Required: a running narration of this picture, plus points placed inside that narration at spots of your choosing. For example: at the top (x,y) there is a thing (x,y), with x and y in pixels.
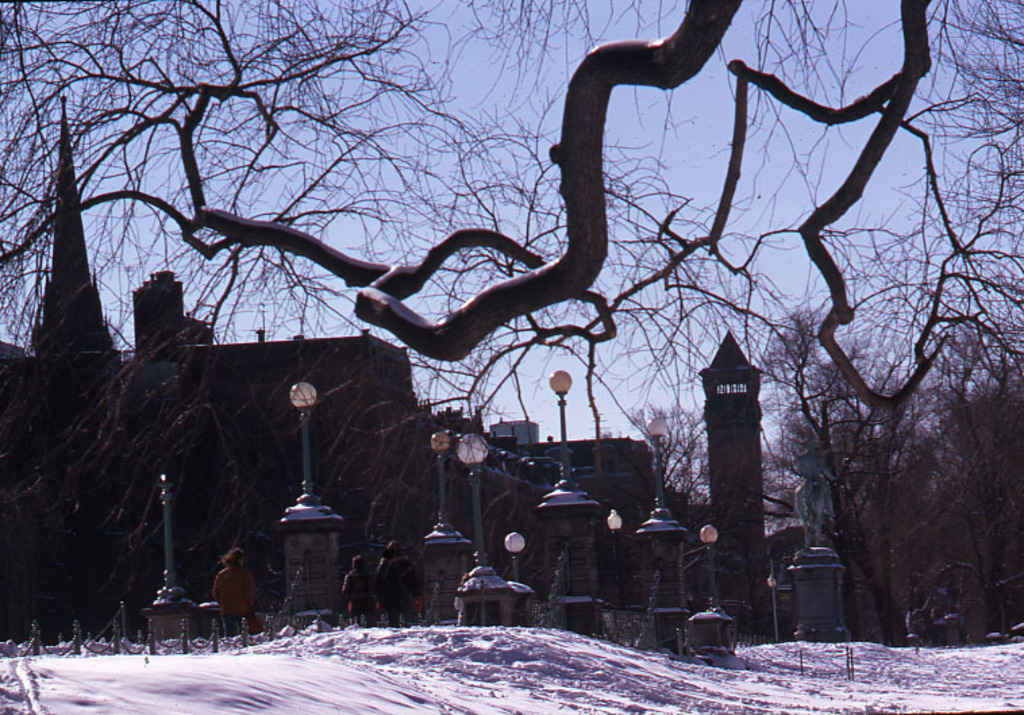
In this image there is the sky (646,181) towards the top of the image (678,154), there are trees (672,254), there are buildings (362,426) towards the left of the image (317,363), there are poles (309,443), there are lights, there are persons (386,590) walking, there is ice (529,655) towards the bottom of the image (551,678), there is a fence (212,634) towards the left of the image (184,626).
